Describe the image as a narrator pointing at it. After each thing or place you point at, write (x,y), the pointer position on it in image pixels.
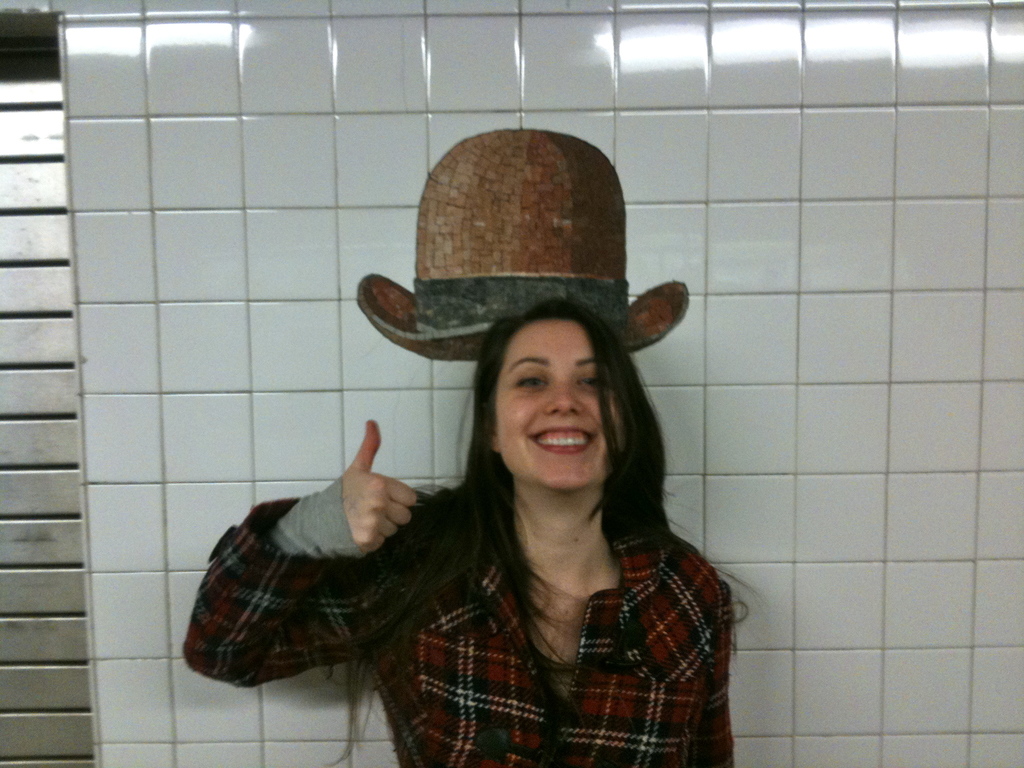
In the center of the image (633,503) we can see one person (642,626) is standing and she is smiling, which we can see on her face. In the background (705,529) there is a wall (1011,77) and a few other objects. And we can see the painting (611,288) of a hat (470,358) on the wall (468,361).
